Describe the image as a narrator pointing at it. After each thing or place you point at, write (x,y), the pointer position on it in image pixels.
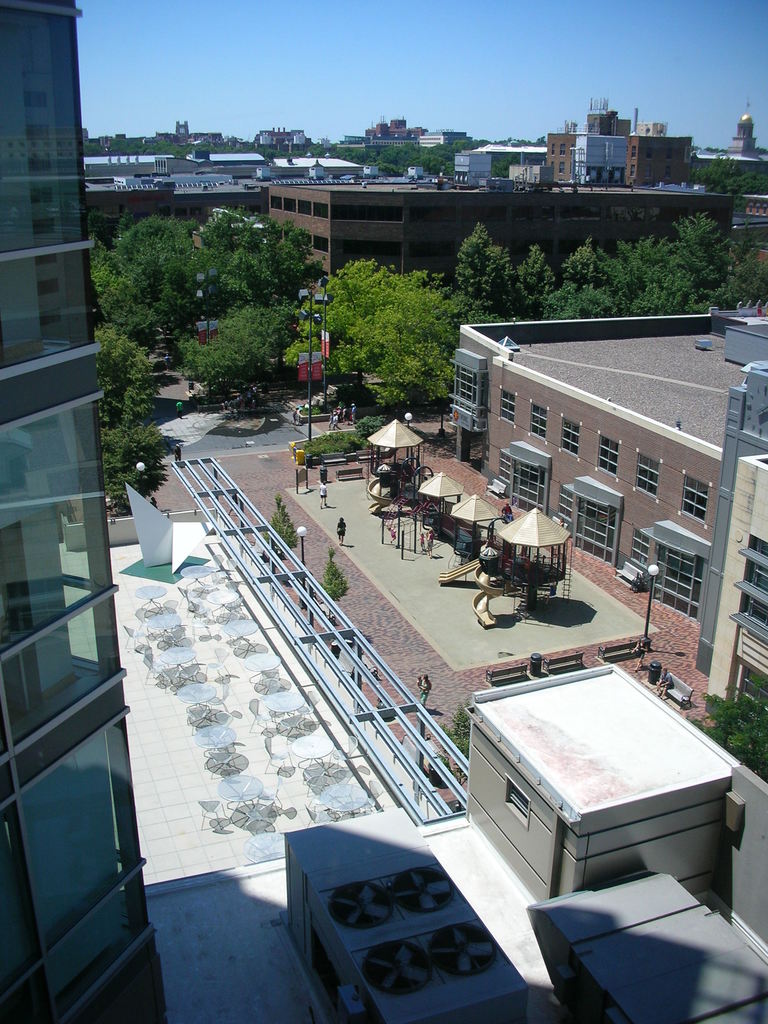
This is a picture of the city (388,677), where there are buildings (453,258), lights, poles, boards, trees (222,371), road (277,417), outdoor playground (340,497), group of people (255,389) standing, and in the background (92,88) there is sky (366,52).
